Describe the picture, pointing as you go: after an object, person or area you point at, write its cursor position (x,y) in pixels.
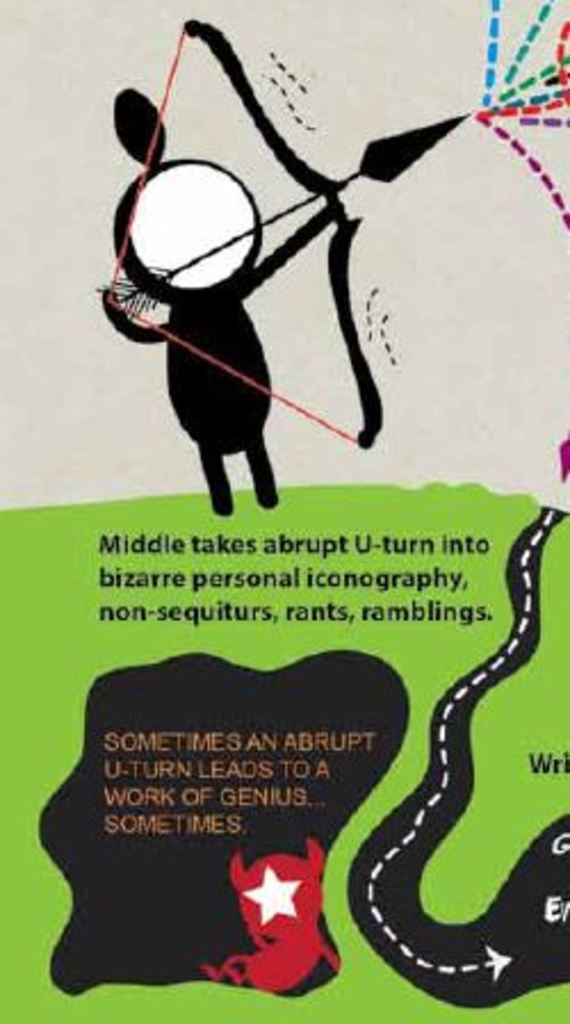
In this image, I can see a poster (286,1023) with cartoon pictures (295,882) and text (129,582).
